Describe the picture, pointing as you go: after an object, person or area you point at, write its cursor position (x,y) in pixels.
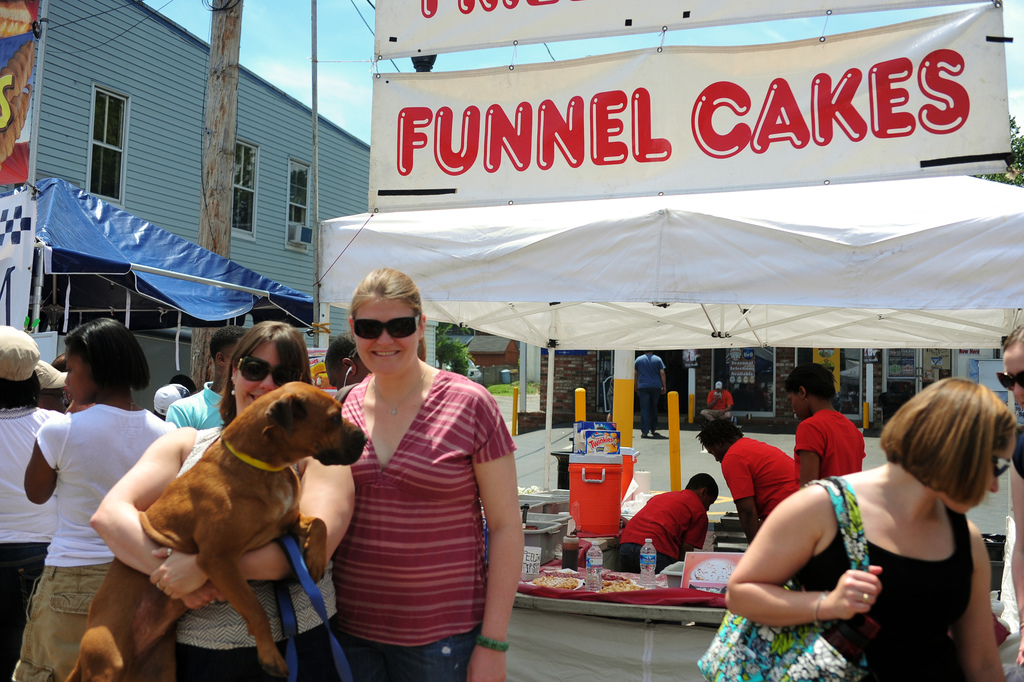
The image is outside of the city. In the image on left side (262,355) there are woman (438,378) wearing their goggles (409,322) and one woman (200,581) is holding a dog (320,534) on her both hands (182,590). On right side (897,495) there is a woman (896,617) wearing a black dress (886,658) is holding her hand bag (766,662). In background (57,446) there are group of people (811,451) walking and standing and we can also see some hoardings (562,141), building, trees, electric wires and sky (343,4) is on top (395,62).
